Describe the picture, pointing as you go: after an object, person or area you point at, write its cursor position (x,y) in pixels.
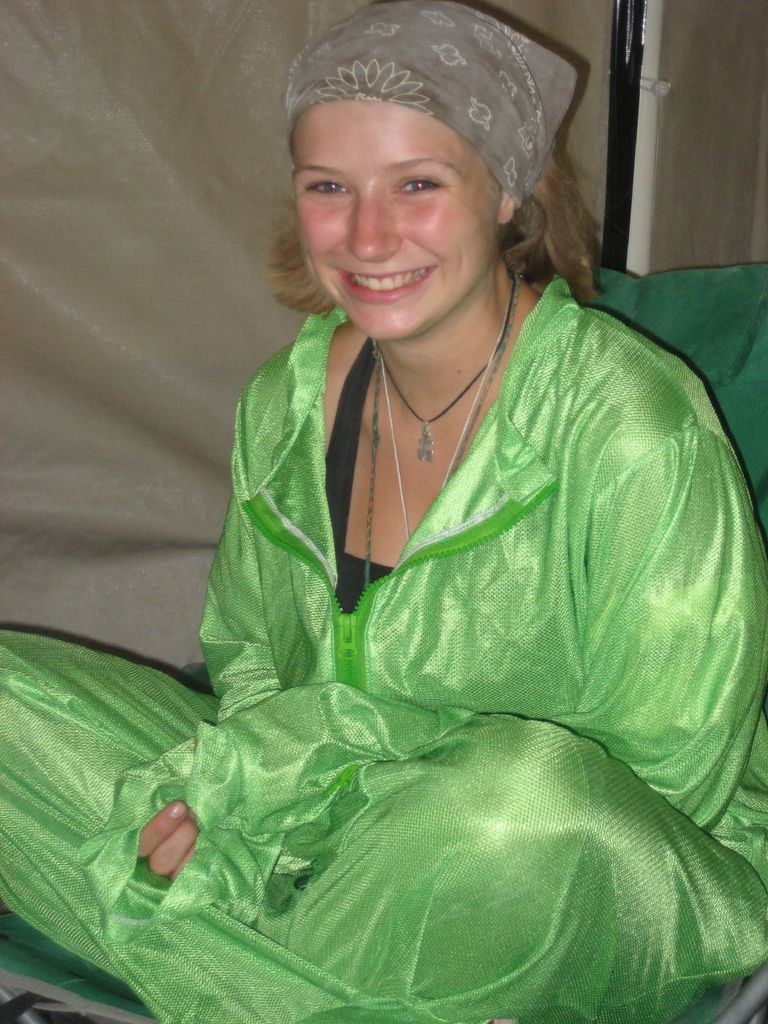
In the picture we can see a woman (353,863) sitting and smiling, she is wearing a green color dress (579,892) and behind her we can see a curtain (65,435) which is cream in color.
